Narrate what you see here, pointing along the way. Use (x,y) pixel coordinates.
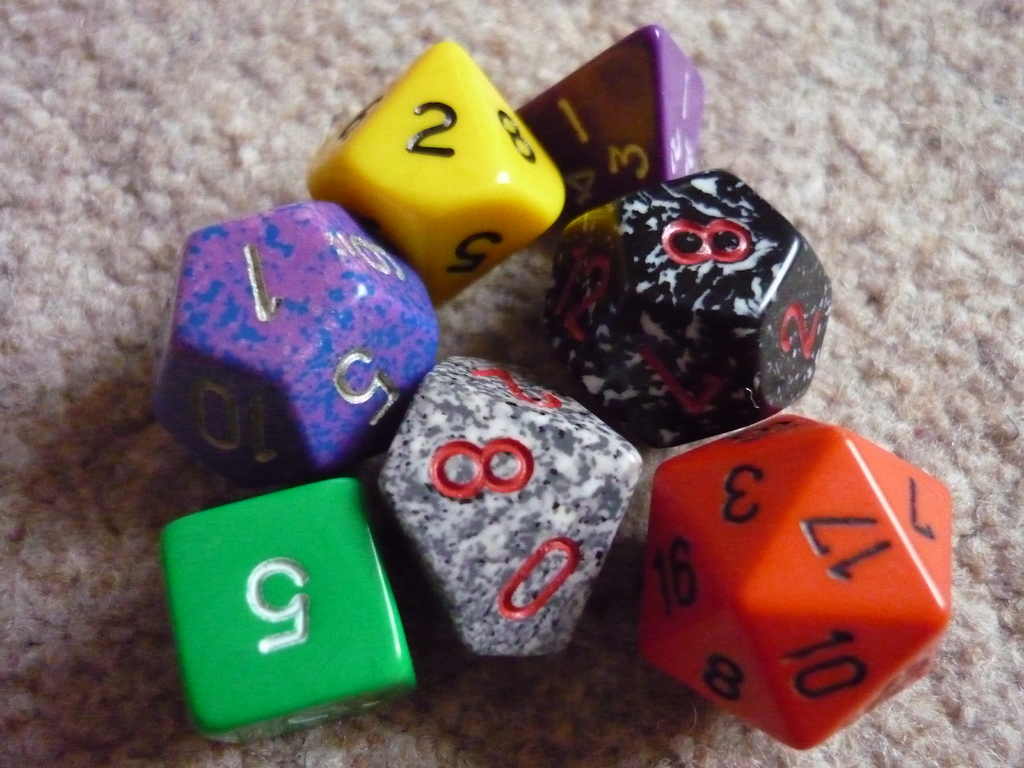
In this image we can see different colors and shapes of dice (487,433) which are on the floor (527,715).
